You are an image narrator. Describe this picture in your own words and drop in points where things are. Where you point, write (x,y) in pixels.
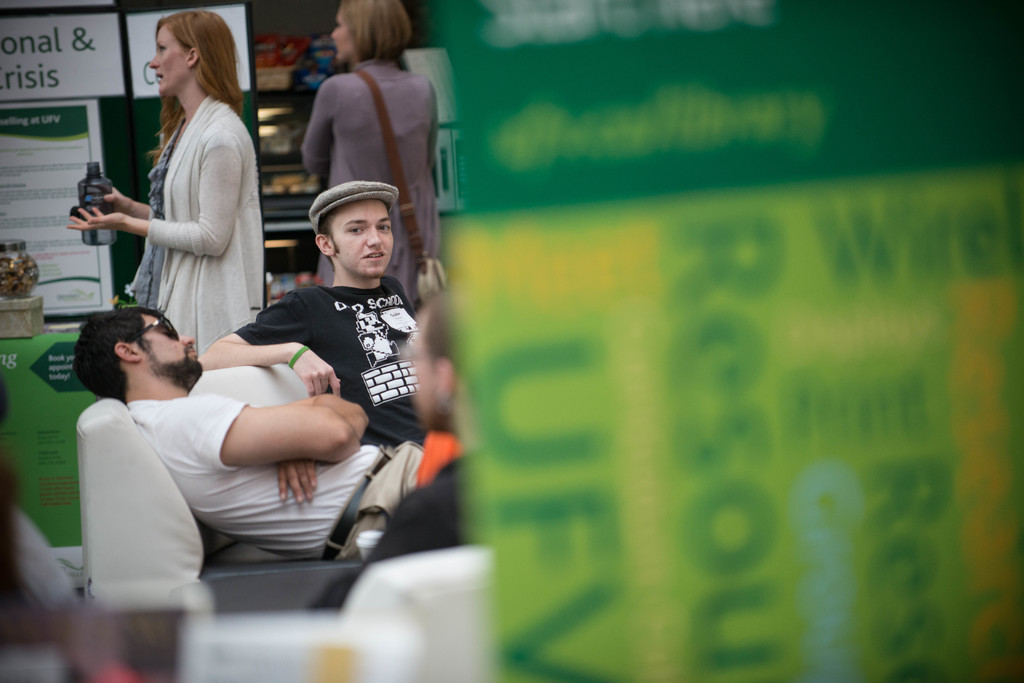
In the image we can see there are people (257,420) sitting on the bench (275,396), beside there are women (200,196) standing. Behind there are shops (288,180).
